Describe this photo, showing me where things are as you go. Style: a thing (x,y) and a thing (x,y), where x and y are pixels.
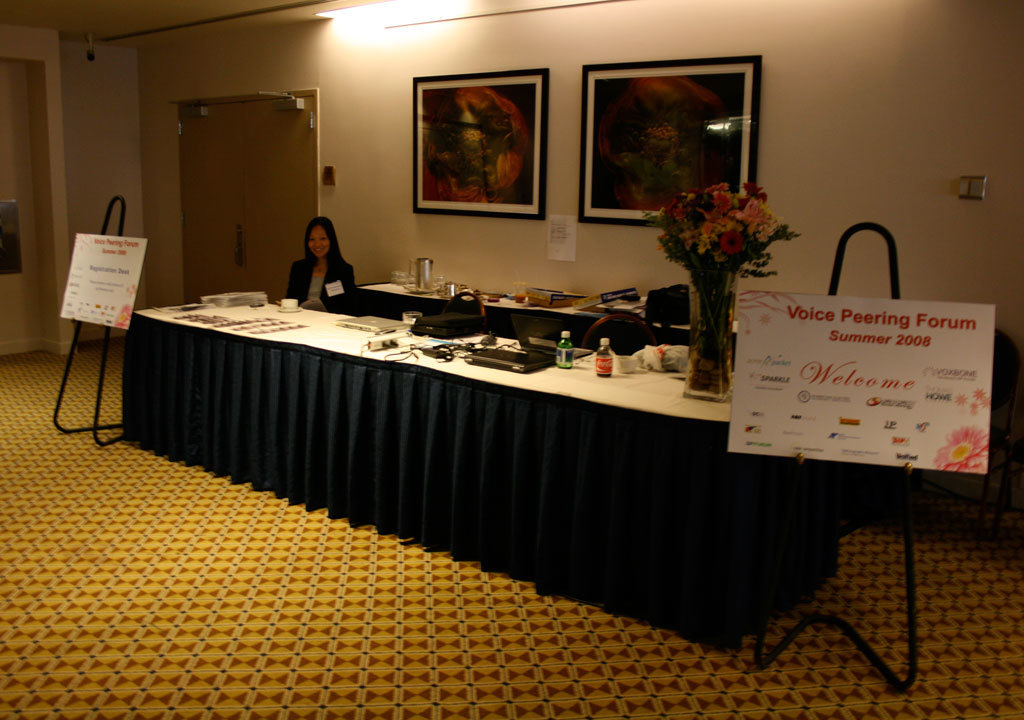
In the foreground (410,406), I can see a woman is sitting on a chair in front of a table (376,409), on which I can see a laptop (473,358), bottles (602,348), papers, cups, flower vase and boards (770,418) on both side. In the background (465,161), I can see wall paintings (604,83) on a wall (429,226), door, some objects (573,242) and lights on a rooftop (101,5). This picture might be taken in a hall (91,600).
